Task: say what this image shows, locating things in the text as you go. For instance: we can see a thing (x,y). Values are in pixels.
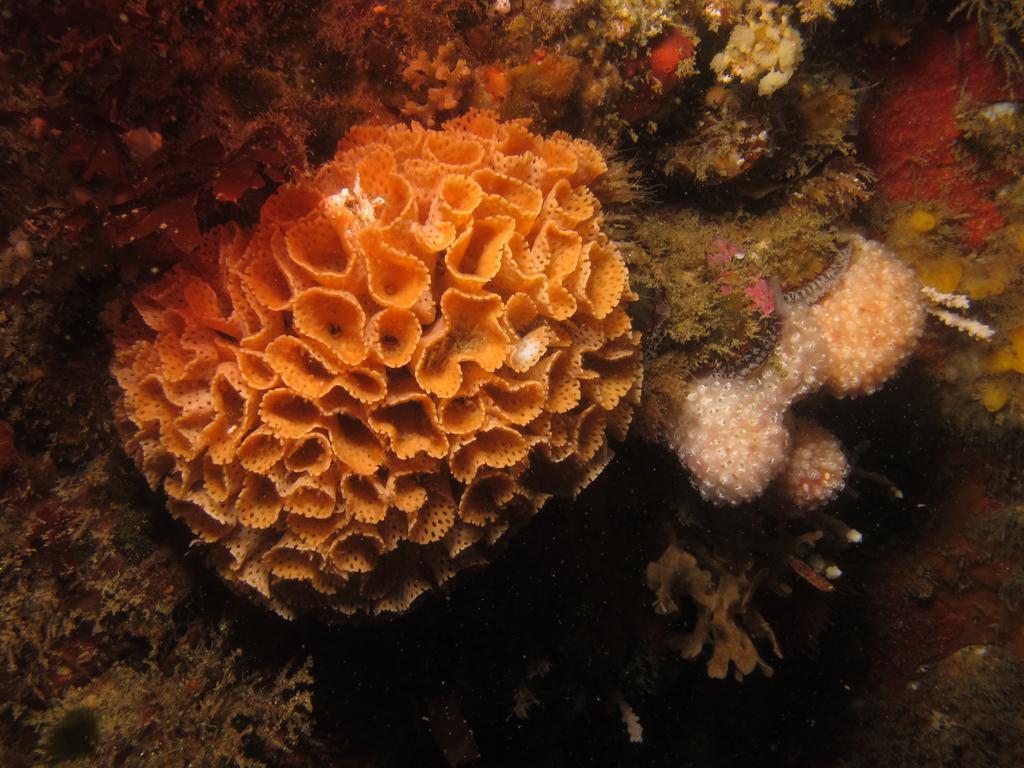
In this picture I can see corals (235,578) in the water (891,528).
